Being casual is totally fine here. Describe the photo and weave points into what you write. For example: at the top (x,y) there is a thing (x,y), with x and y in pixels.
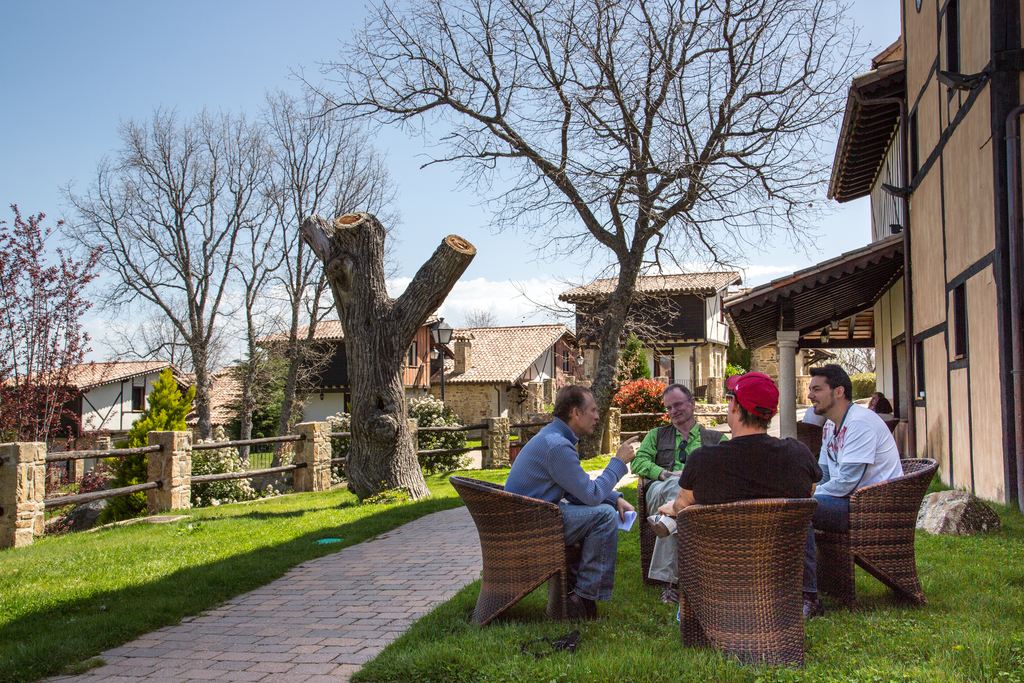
As we can see in the image there is grass (621,641), few people (592,531) sitting on chairs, houses (943,404), trees (306,179) and sky (130,52).
